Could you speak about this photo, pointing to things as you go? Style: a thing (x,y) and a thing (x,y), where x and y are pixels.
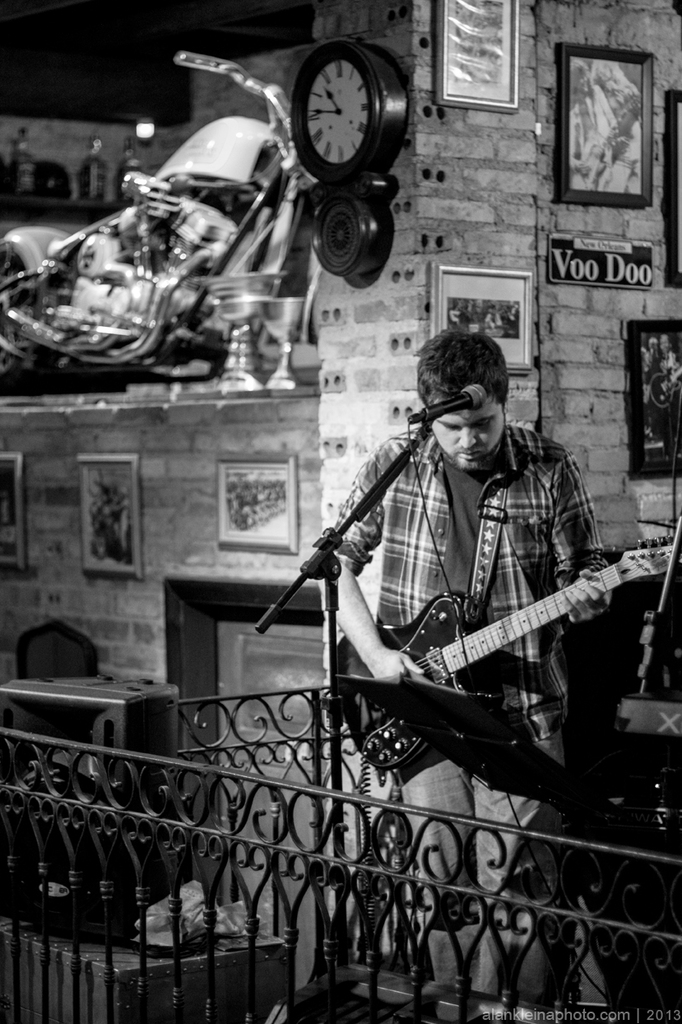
There is a person (568,604) standing, holding and playing a guitar (466,641) in front of a mic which is attached to the stand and fencing (500,889). In the background (340,202), there is a clock (380,85) and photo frames (479,30) attached to the wall (531,210) and there are other objects (285,275).
